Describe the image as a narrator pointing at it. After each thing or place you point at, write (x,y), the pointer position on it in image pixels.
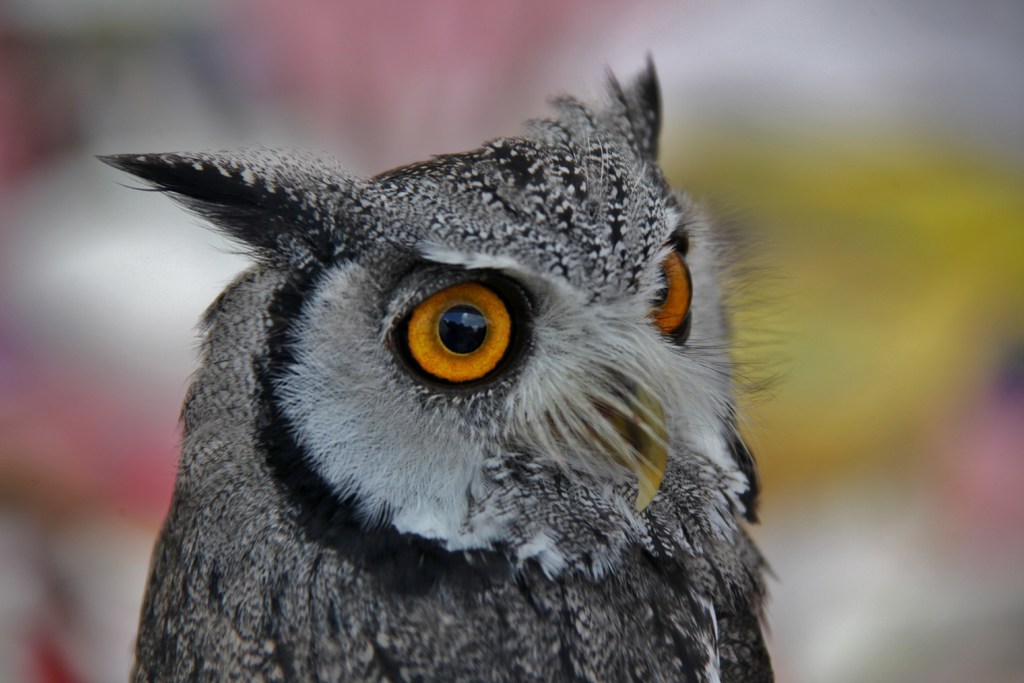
In this picture we can see an owl (584,506) in the front (526,472), there is a blurry background (1005,208).
